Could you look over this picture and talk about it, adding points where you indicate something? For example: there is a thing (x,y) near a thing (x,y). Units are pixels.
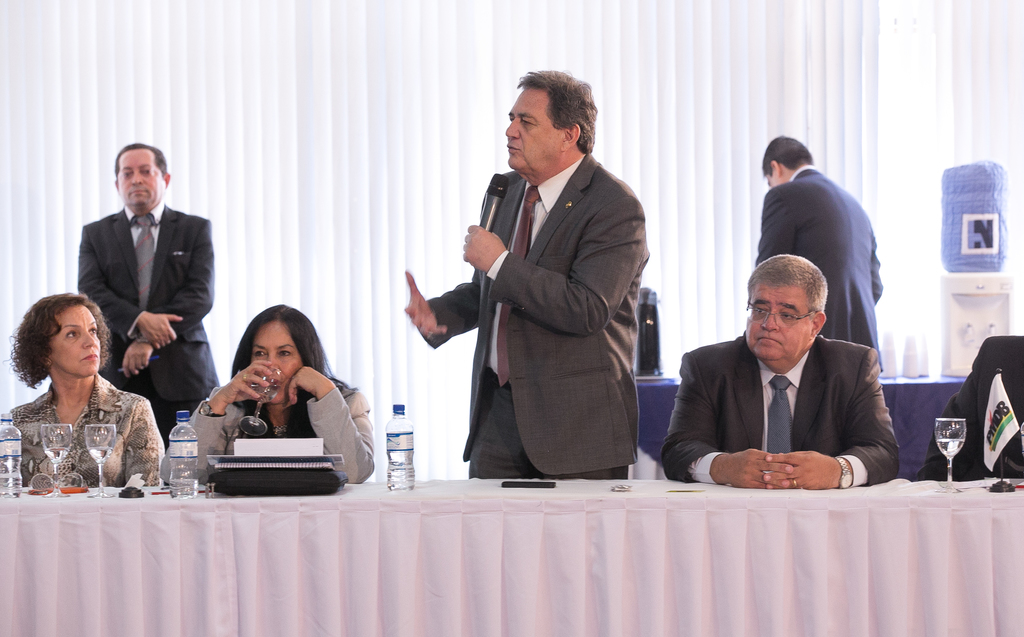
This is a image taken in a meeting. In the foreground of the picture (559,496) there is a desk (960,535) covered with cloth (864,500), on the desk (425,504) there are water bottles (12,468), glasses (947,436), books (273,459) and flag (1002,419). Behind the desk (982,495) there are few people (479,308). In the background (662,297) there is a white curtain (670,101) on the right (954,377) there is a desk (906,384) and water machine (965,271).
